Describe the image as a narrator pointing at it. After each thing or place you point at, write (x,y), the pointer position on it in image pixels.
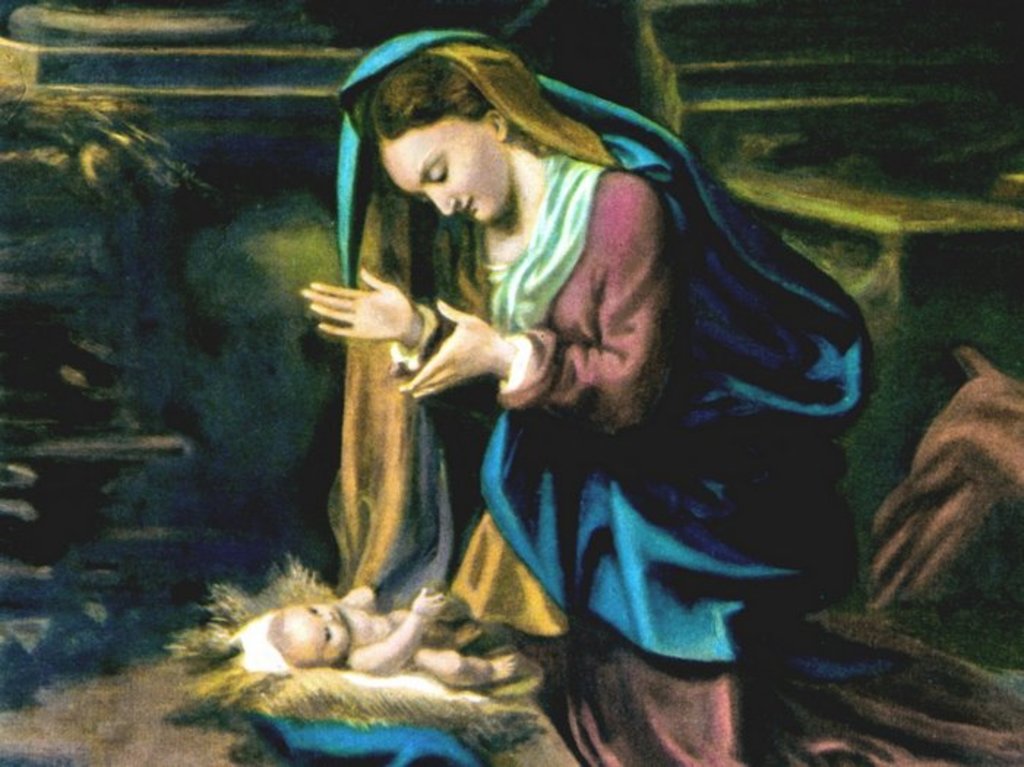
In this image, we can see depiction of a person (381,216). This person (567,484) is wearing clothes (599,329). There is a baby (445,667) at the bottom of the image (445,654).
